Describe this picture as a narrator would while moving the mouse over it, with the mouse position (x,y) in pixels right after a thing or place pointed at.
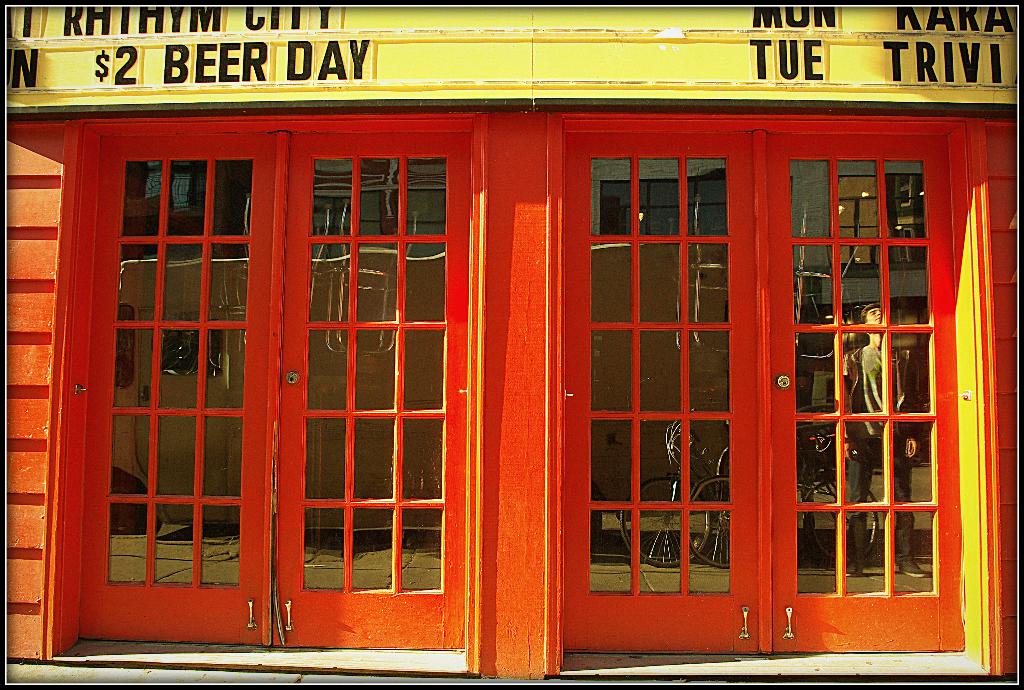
In this image I can see a building (450,461) which is in red, yellow color. I can see reflection (858,542) of the person (851,442) and bicycle (809,483) on the glass door (815,330).
